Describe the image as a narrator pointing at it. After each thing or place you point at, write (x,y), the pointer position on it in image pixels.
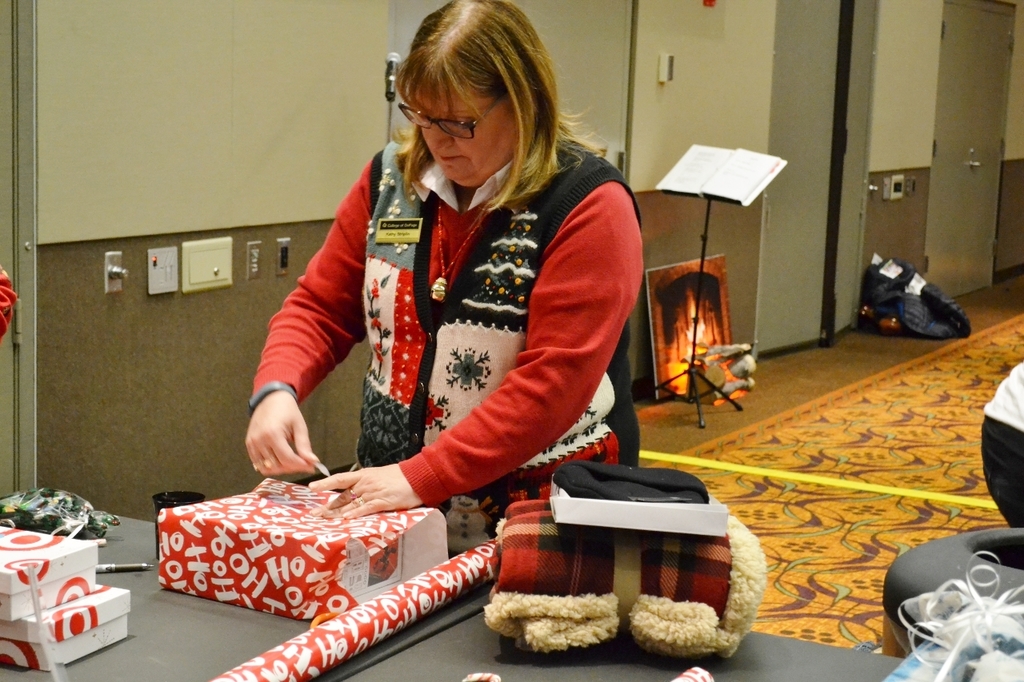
This image consists of a woman (464,405) wearing a red dress (553,406). She is packing the gifts (338,535). At the bottom (861,496), there is floor mat (849,515) on the floor (852,454). In the background (295,41), we can see a wall (887,79) along with doors (785,280) and a book stand (702,295). On the right (1005,584), it looks like a sofa (927,590). At the bottom (134,667), there is a table (421,681) on which there are many things (385,628) kept.
